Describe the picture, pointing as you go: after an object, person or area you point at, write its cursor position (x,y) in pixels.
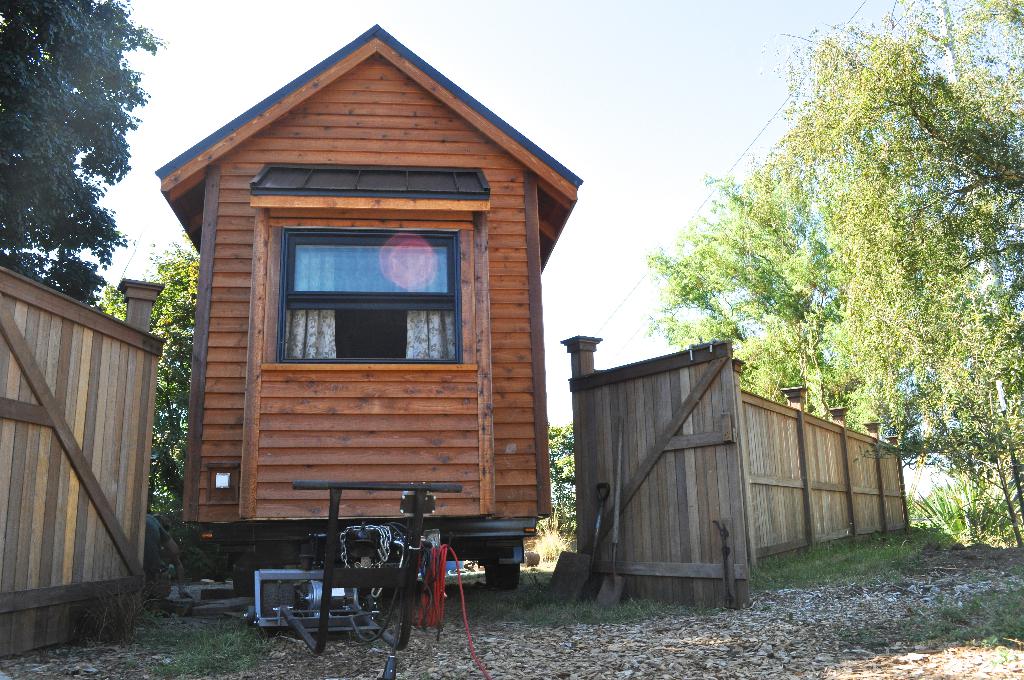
This image consists of a small house (398,163) made up of wood (386,407). In the front (340,354), there is a window (383,358). And it has wheels (243,575). At the bottom (505,659), there is ground (632,626). On the left (106,451) and right, there is a fencing (74,509) made up of wood (611,484). And there are trees (830,305). At the top (436,19), there is sky (582,48).
